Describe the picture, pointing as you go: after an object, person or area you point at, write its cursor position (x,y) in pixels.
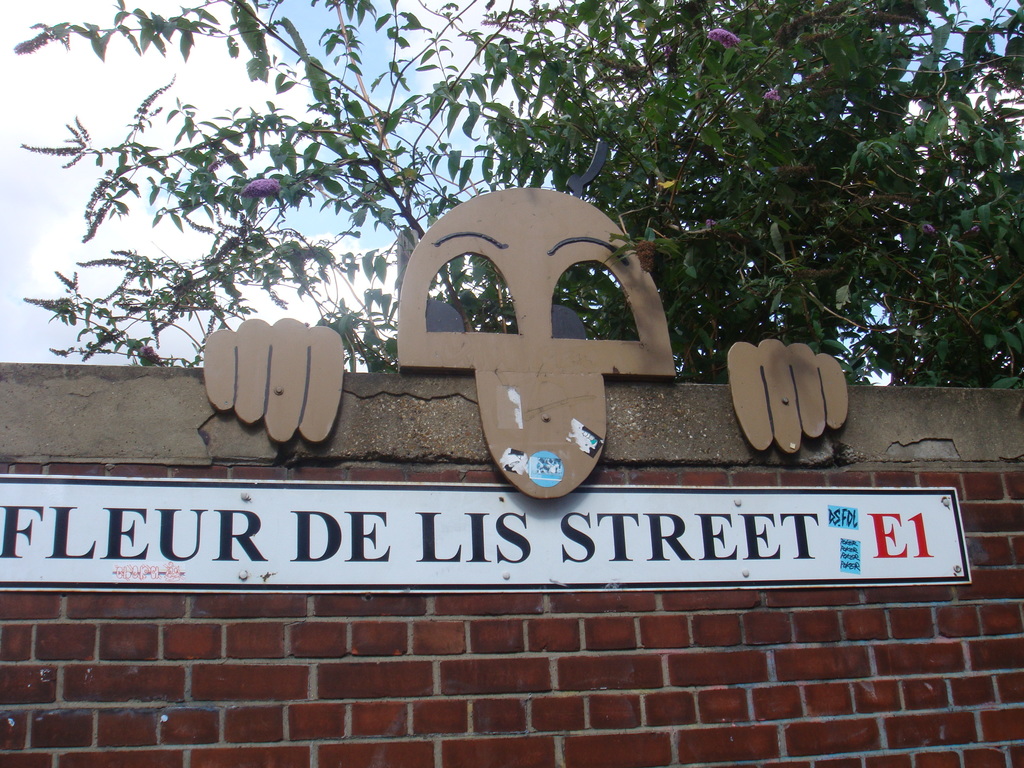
This image consists of a wall (796,626) on which there is a board (473,550). At the top (31,184), there is another board (536,382) in brown color and a tree (840,126) along with the sky (61,170).
